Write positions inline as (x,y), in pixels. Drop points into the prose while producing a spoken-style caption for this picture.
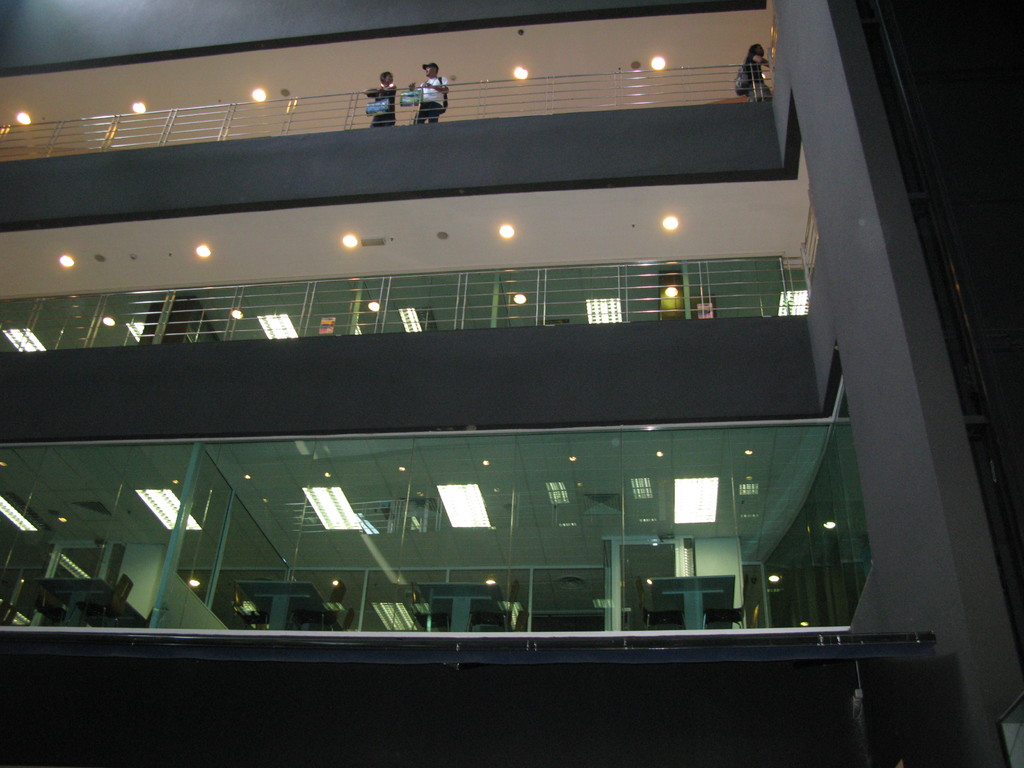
In this image, we can see a building (604,228) and at the top (433,93), there are some people (442,83) standing.
